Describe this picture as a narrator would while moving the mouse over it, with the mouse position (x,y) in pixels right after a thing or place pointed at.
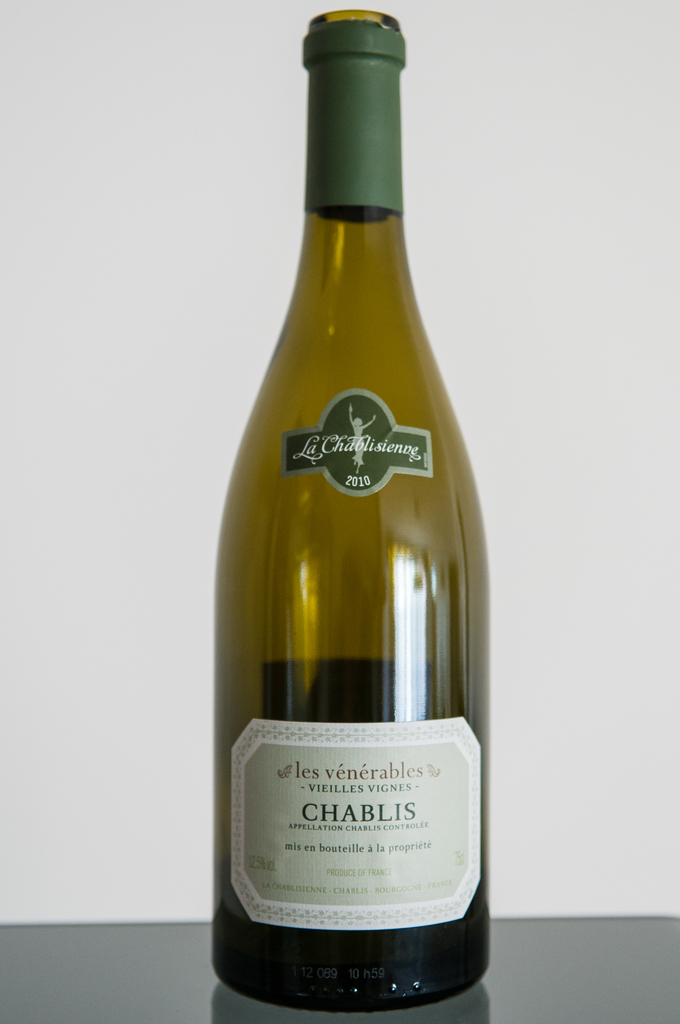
In this picture, we can see a bottle (295,691) on an object (222,1016) and behind the bottle (302,576) there is a white wall (128,677).
